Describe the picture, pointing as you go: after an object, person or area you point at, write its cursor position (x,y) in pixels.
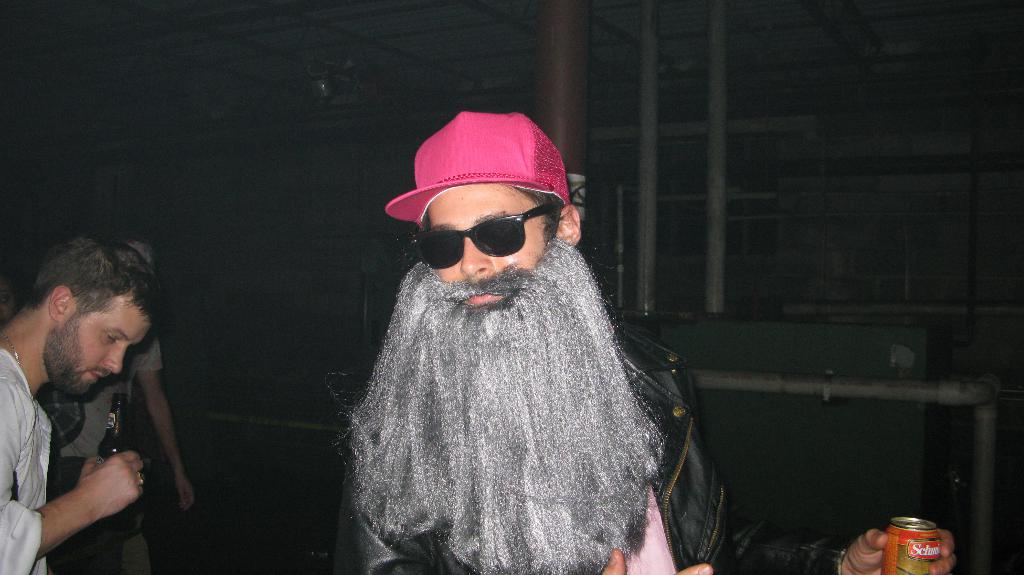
In the center of the image (523,301) we can see a man (447,357) with the beard (488,320) and also the cap (496,161) and he is holding the tin (909,548). In the background (231,12) we can see some rods (717,243), ceiling (624,79) and on the left (46,335) we can see two persons (49,374).
